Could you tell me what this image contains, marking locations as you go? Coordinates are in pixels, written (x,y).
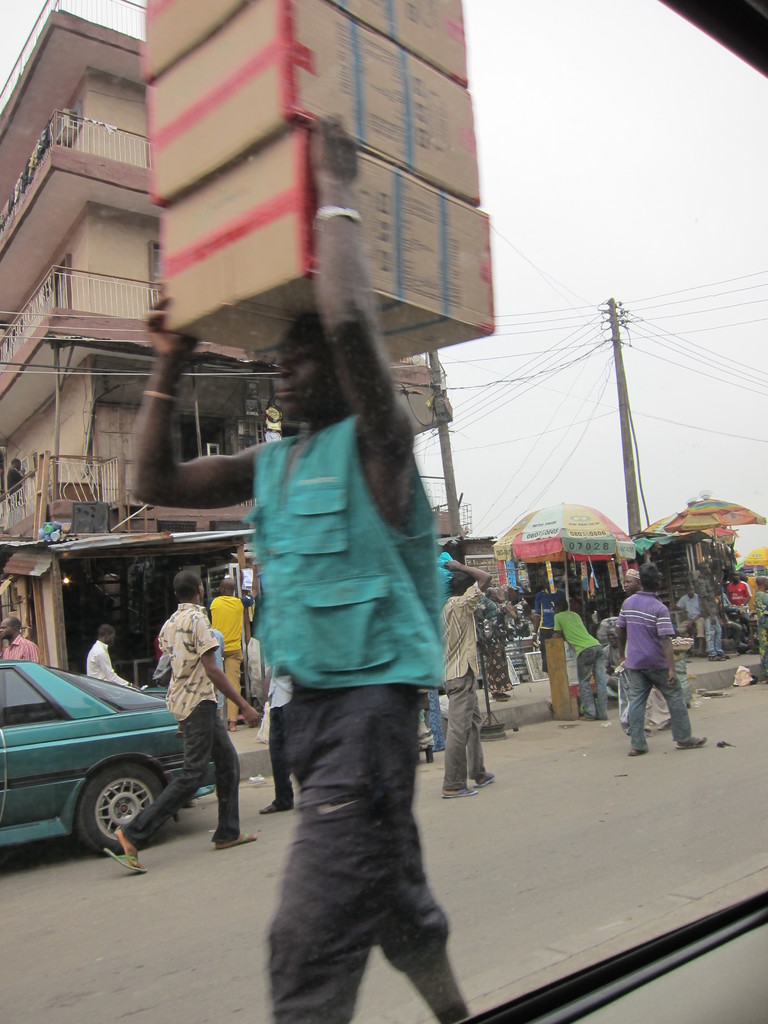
In the foreground (369,204) I can see a person (359,350) is holding carton boxes (388,252) on the head (307,361). In the background (451,571) I can see a crowd (759,609), vehicles (98,701) on the road (741,757), tents (497,544), shops (123,542), buildings (136,444), poles (626,423) and wires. At the top (542,152) I can see the sky (613,109). This image is taken may be during a day.
